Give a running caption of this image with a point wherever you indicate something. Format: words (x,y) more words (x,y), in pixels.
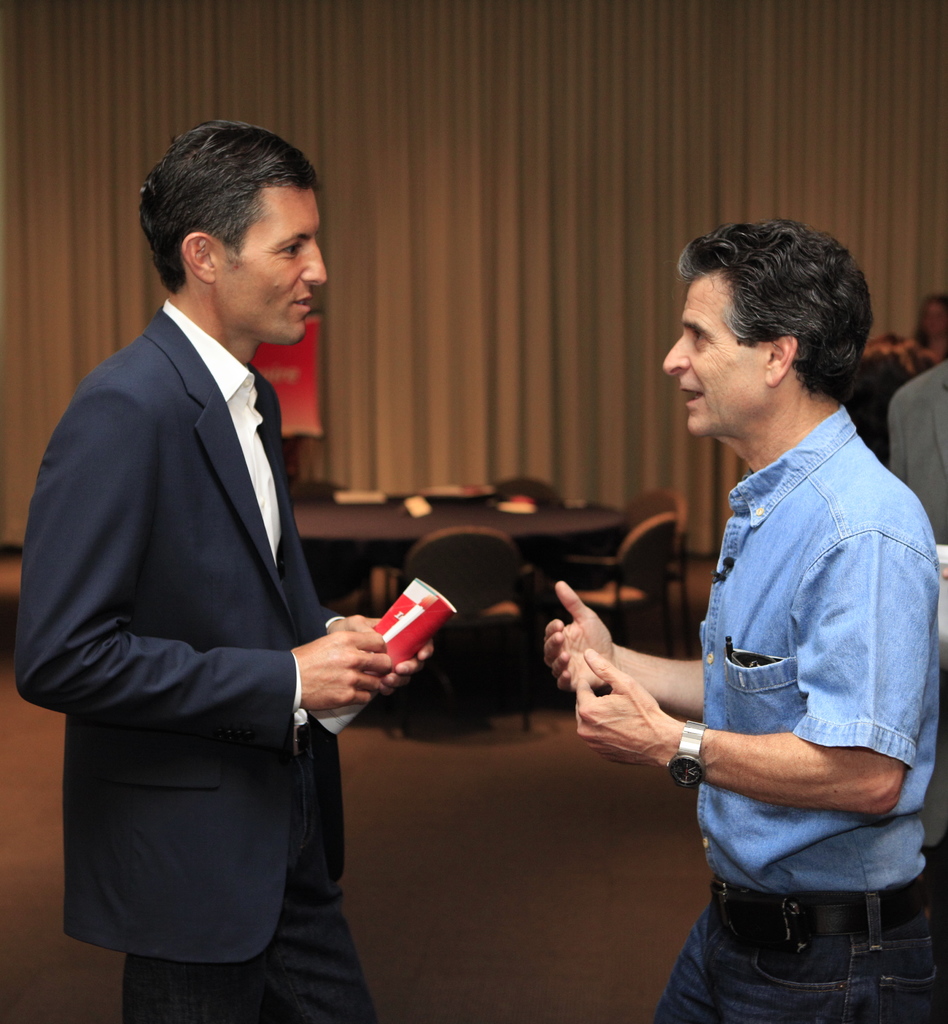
In the center of the image (416,597) there are two persons (711,934) standing. In the background of the image (84,95) there is a curtain (474,225). There is a table (415,497) and chairs (425,548). At the bottom of the image (518,988) there is carpet (484,992).
